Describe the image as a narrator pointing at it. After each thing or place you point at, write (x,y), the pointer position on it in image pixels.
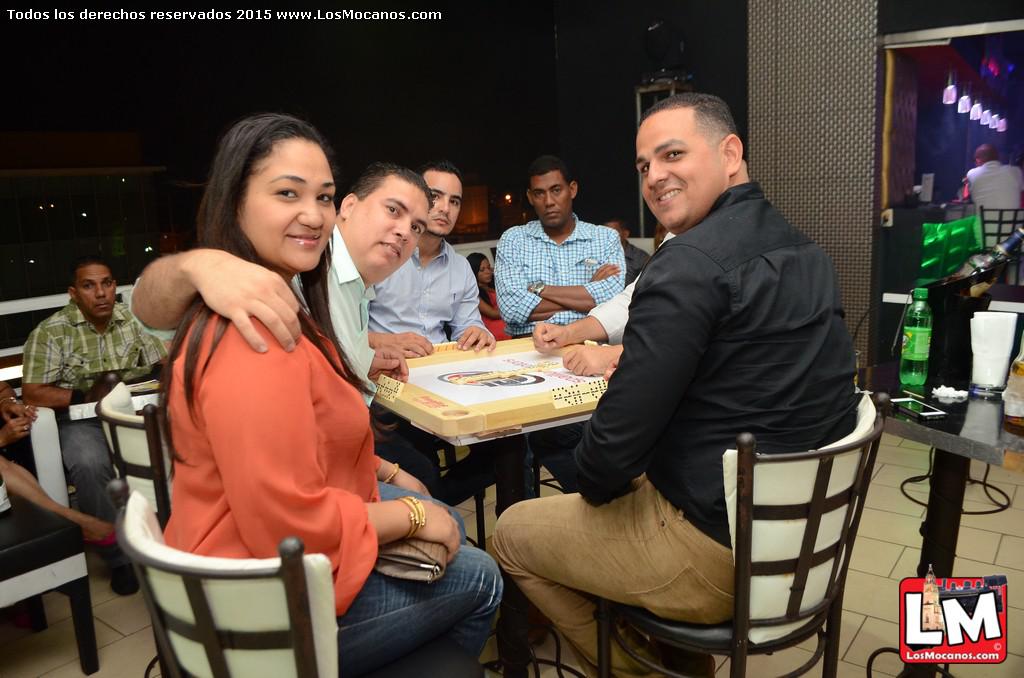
In this image we can see people (356,247) sitting on the chairs (39,436) and tables (954,405) are placed in between them. On the tables (908,387) we can see board game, disposal bottle (925,382), cell phone (930,409), paper napkin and glass tumbler (1007,355).
